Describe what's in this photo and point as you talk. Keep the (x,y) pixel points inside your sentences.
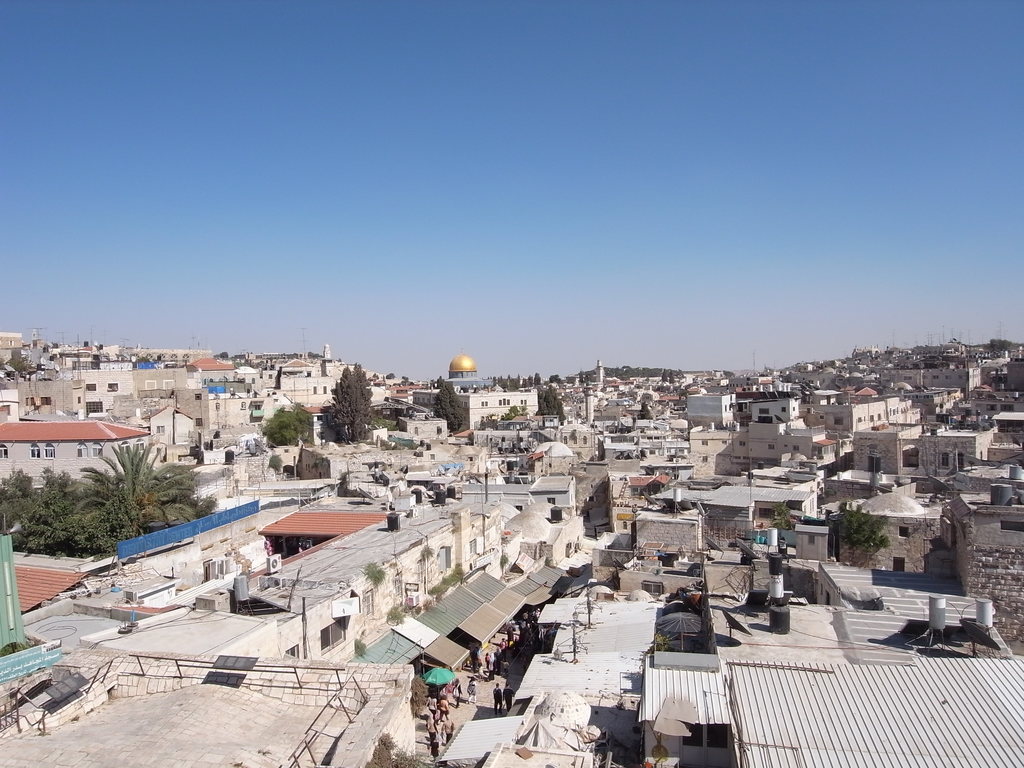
In this image we can see many houses (370,524), trees (778,527), people (472,670) walking on the road (486,690), a gold color dome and the sky (615,18) at the top (622,38).
